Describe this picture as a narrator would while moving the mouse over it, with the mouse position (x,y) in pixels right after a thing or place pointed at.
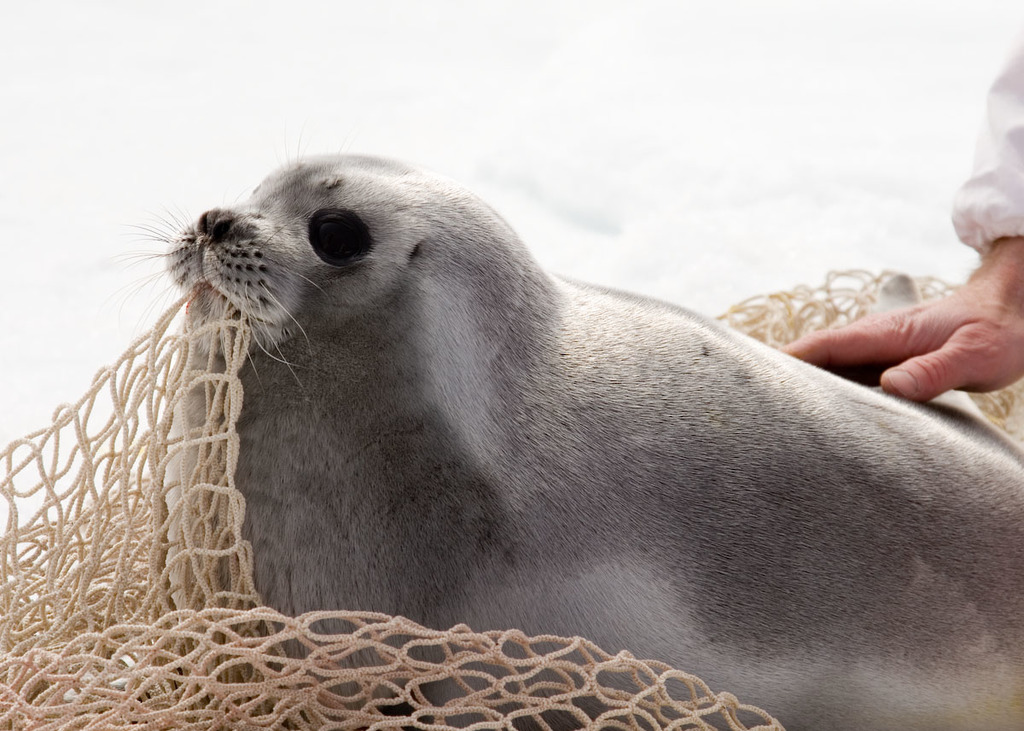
This image consists of a net (370,674) in the middle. There is an animal (371,430) in the middle (447,382). It is holding the net (153,464) with its mouth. There is a person's hand (1000,290) on the right side (900,311).
